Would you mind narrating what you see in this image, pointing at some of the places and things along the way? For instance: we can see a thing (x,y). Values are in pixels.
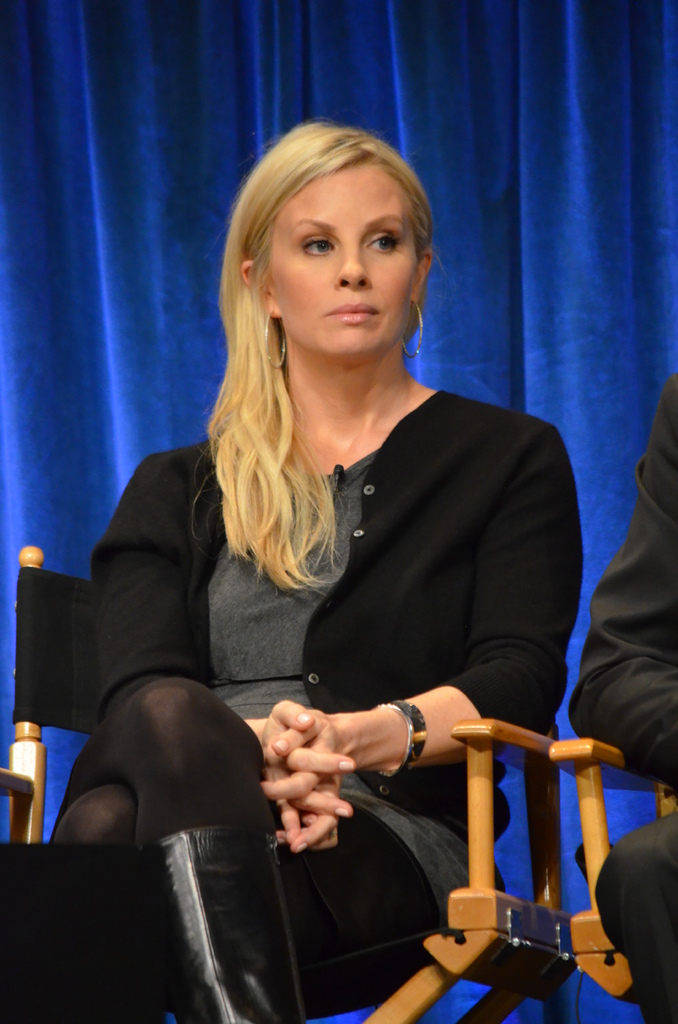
In this image, there are a few people (482,459) sitting on chairs (590,775). We can also see an object (120,875) on the bottom left corner (127,889). In the background (436,1023), we can see some cloth (669,52).
